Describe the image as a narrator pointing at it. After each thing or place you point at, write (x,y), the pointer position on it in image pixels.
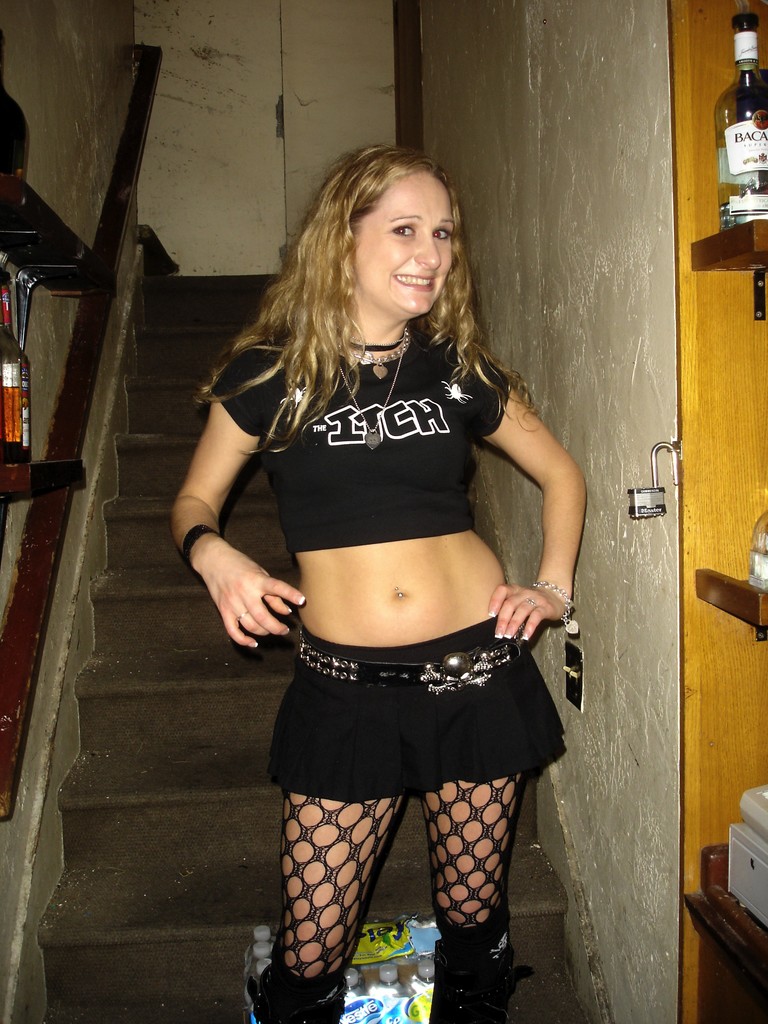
In this picture there is a woman (430,523) with black dress (354,391) is standing and smiling. At the back (246,526) there is a staircase (130,553). On the right side of the image (754,48) there is a bottle (741,47) and there are objects (760,802) in the shelf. On the left side of the image (8,492) there are bottles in the shelf (1,219). At the bottom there are bottles (390,927) on the staircase (396,870).
